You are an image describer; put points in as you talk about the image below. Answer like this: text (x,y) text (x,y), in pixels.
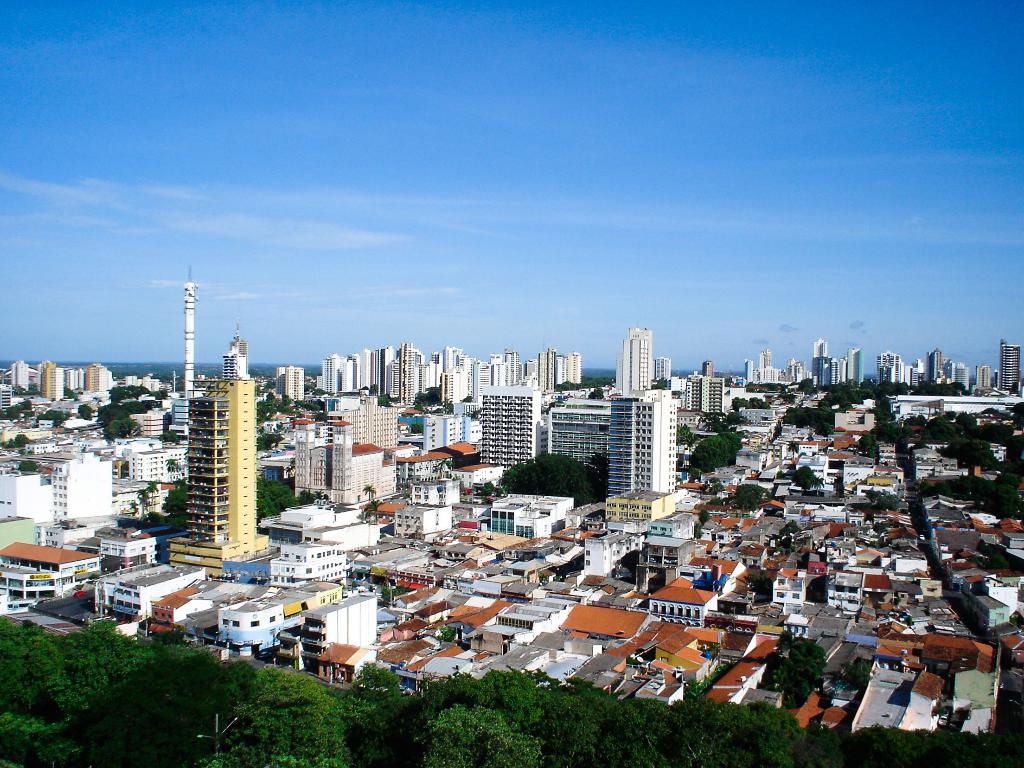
This is a view of a city (987,718). In this image there are buildings (466,408), trees (967,464) and in the background (536,317) there is the sky (624,229).
